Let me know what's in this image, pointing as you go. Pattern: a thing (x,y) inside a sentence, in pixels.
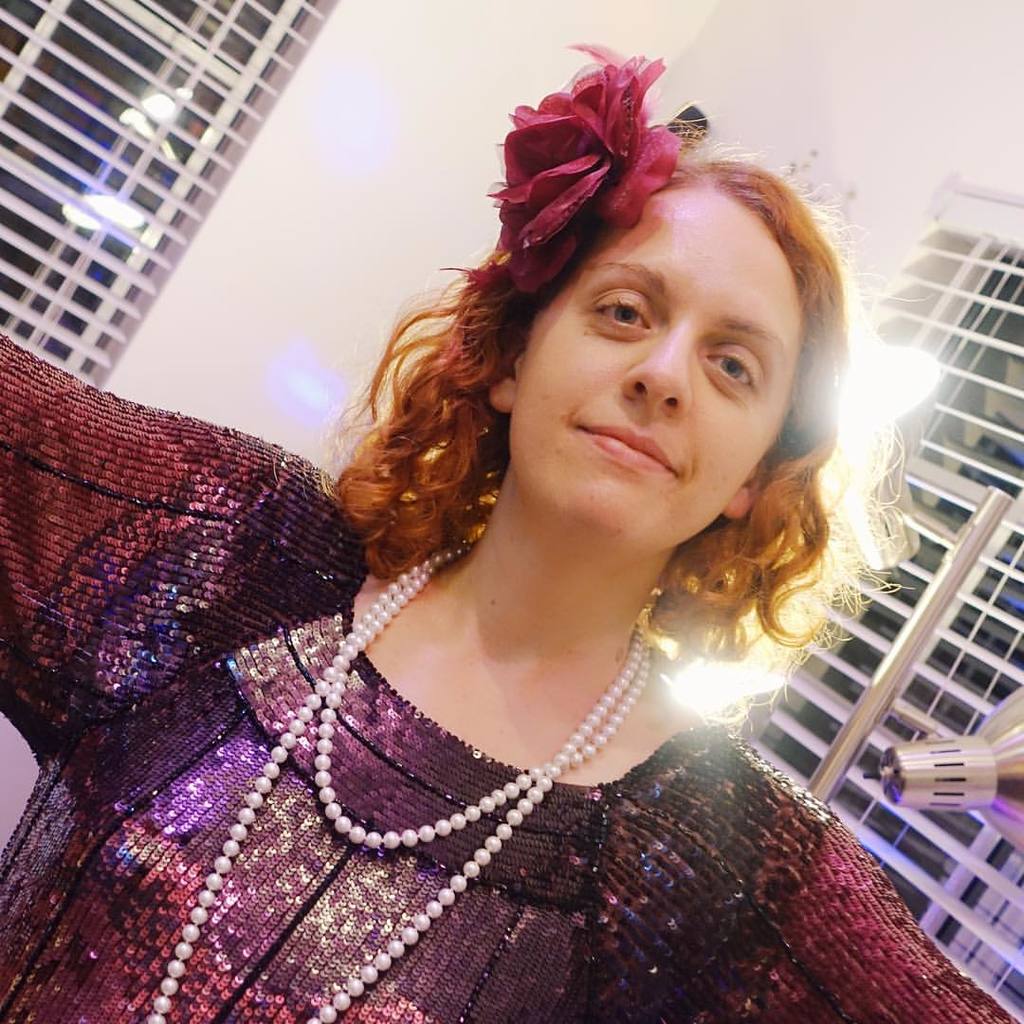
In this image we can see a woman (597,908) wearing dress (796,964), pearls chain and head wear (471,277) is standing here and smiling. In the background (827,704), we can see the lights (735,685) and windows (84,223).
